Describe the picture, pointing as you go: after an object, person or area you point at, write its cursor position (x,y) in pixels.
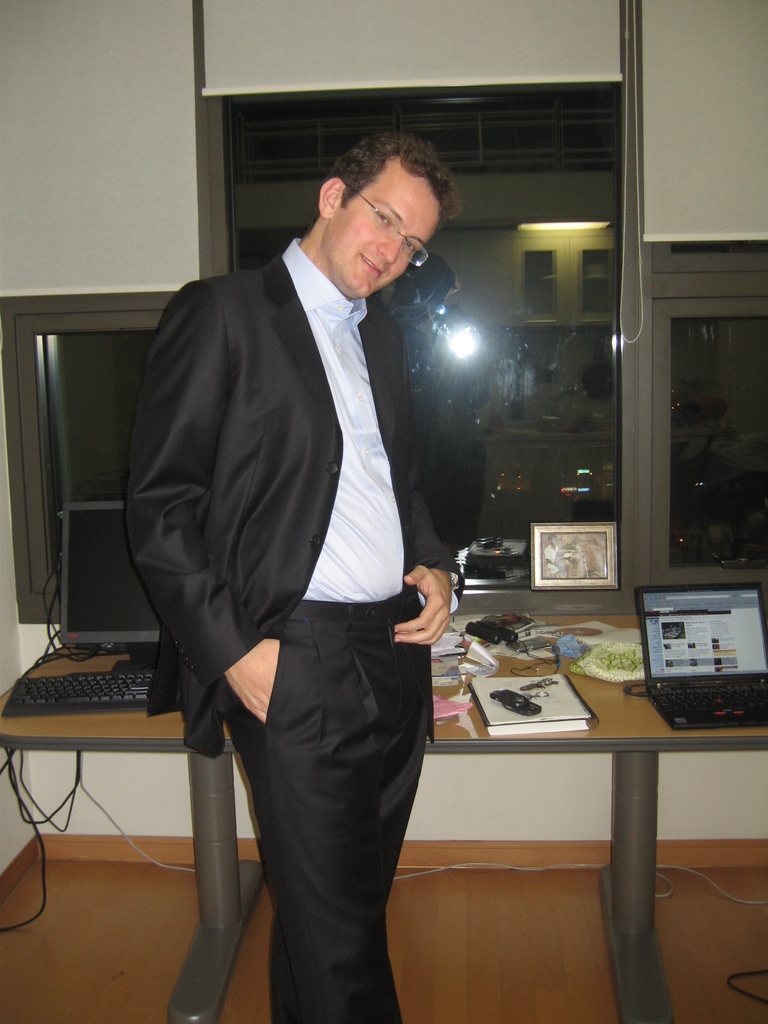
This person (305,518) wore a suit (305,518) and standing. On this table (597,703) there is a keyboard (130,700), monitor (152,614), book (487,705), mobile (522,703), laptop (674,716) and things (581,668). In-front of this glass window (534,383) there is a picture frame (558,531). Through this glass window (595,334) we can see the reflection (465,339) of light (460,331).
